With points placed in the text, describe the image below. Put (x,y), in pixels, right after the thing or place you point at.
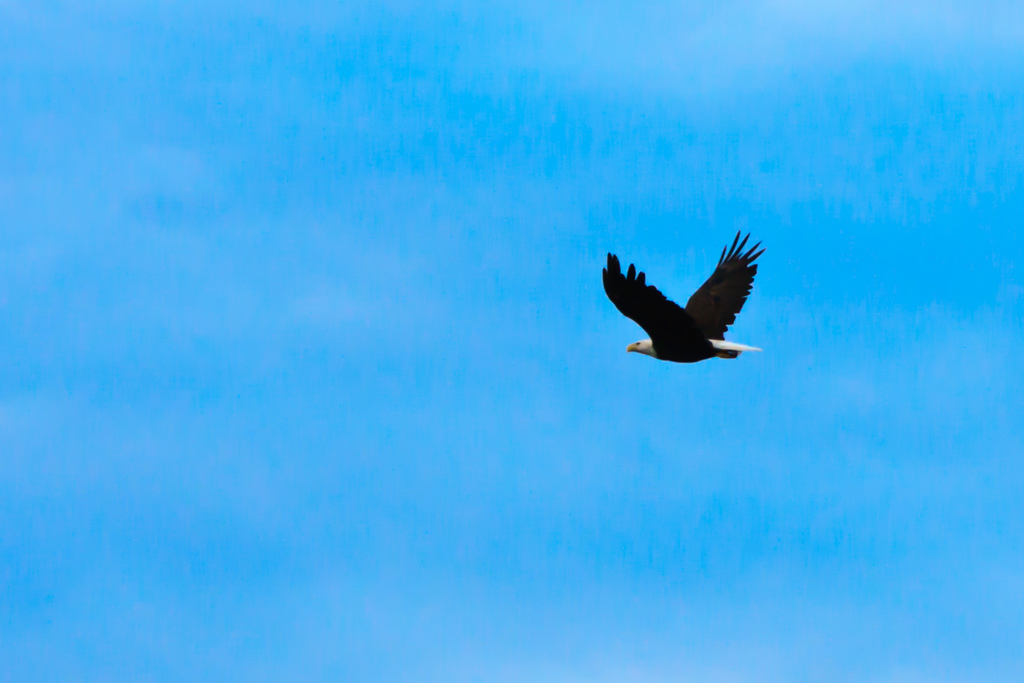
In this picture there is a bird (657,306) flying in the sky (543,203). At the top (400,194) there is sky (352,201).
